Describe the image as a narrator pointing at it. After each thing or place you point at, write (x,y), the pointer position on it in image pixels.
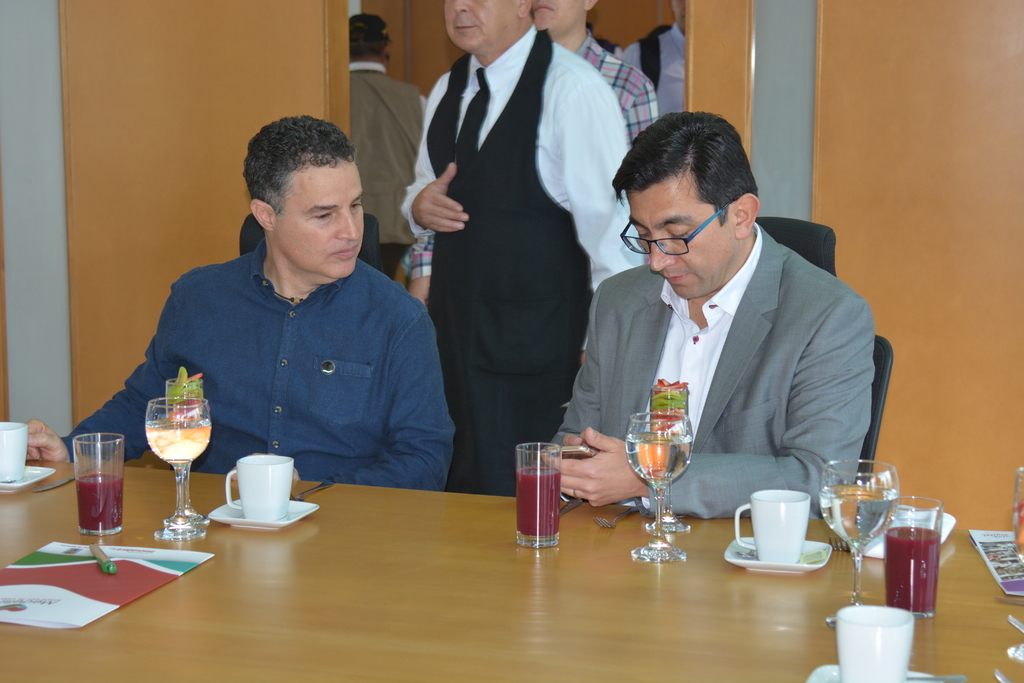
In this image there are a few people (372,441) sitting, one of them is holding a mobile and looking into it, in front of them there is a table (273,592) with drinks (897,569), cups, glasses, paper (108,593), pen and other objects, there are a few other people (503,118) standing and there is a wall (118,130).
